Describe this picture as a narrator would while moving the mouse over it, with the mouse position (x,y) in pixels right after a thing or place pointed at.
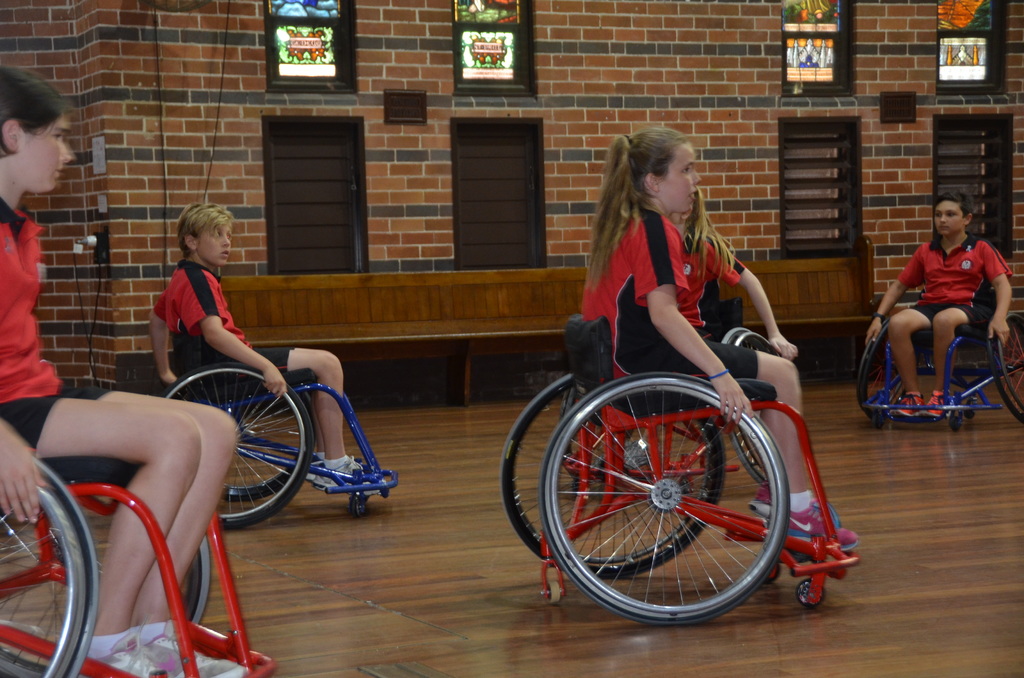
Here people (146,544) are riding vehicles (600,479), this is wall (586,180) and windows (792,193).
